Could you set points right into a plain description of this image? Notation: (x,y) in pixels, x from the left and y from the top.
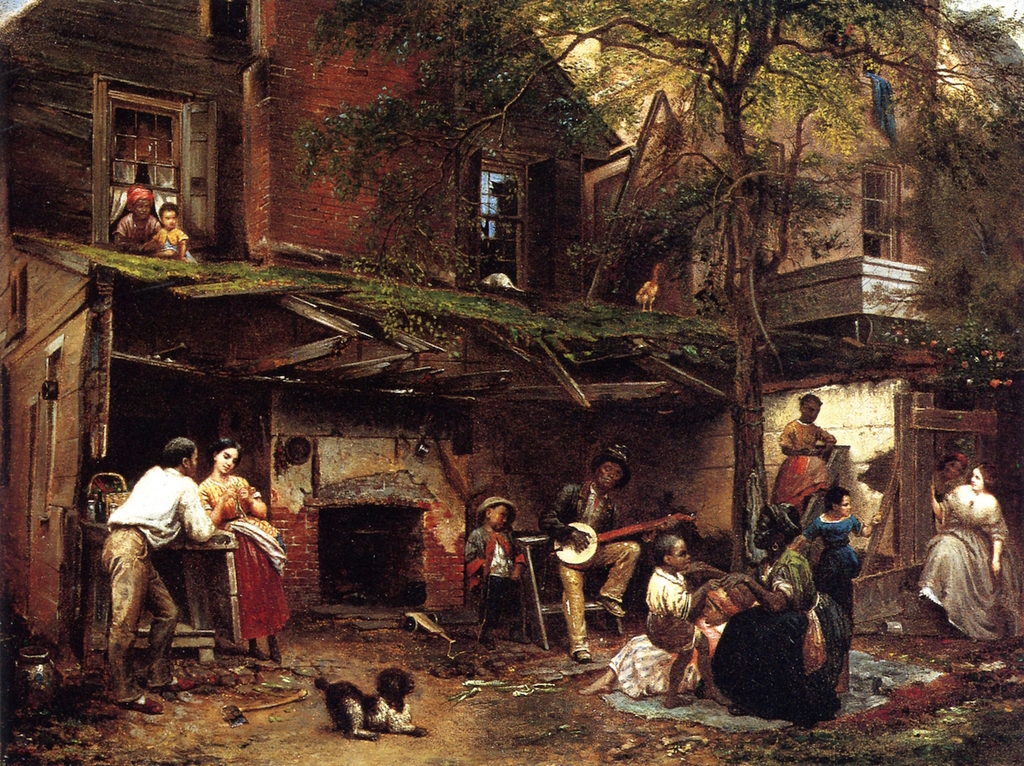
Here we can see an animated picture, in this picture we can see two people (137,548) standing on the left side (273,563), there is a dog (384,700) here, we can see two buildings (448,543) and trees (762,116) here, there are some people (774,528) sitting here.
